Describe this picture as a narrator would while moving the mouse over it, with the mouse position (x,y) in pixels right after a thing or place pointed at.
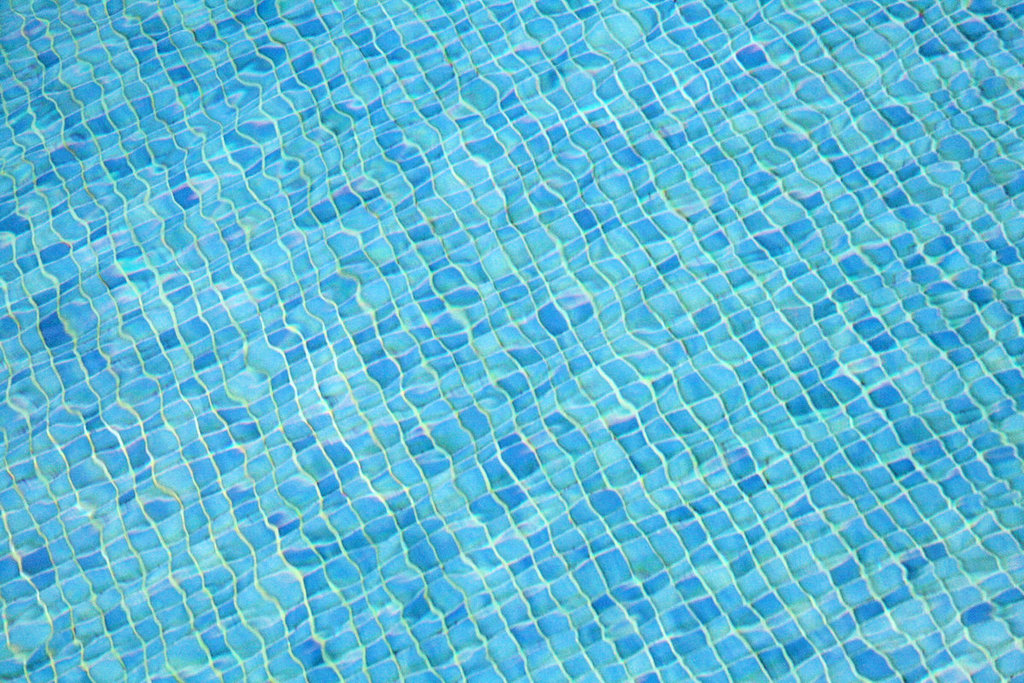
In this picture we can see water (279,382), surface (185,363) with tiles (806,235) of dark and light blue colors.
